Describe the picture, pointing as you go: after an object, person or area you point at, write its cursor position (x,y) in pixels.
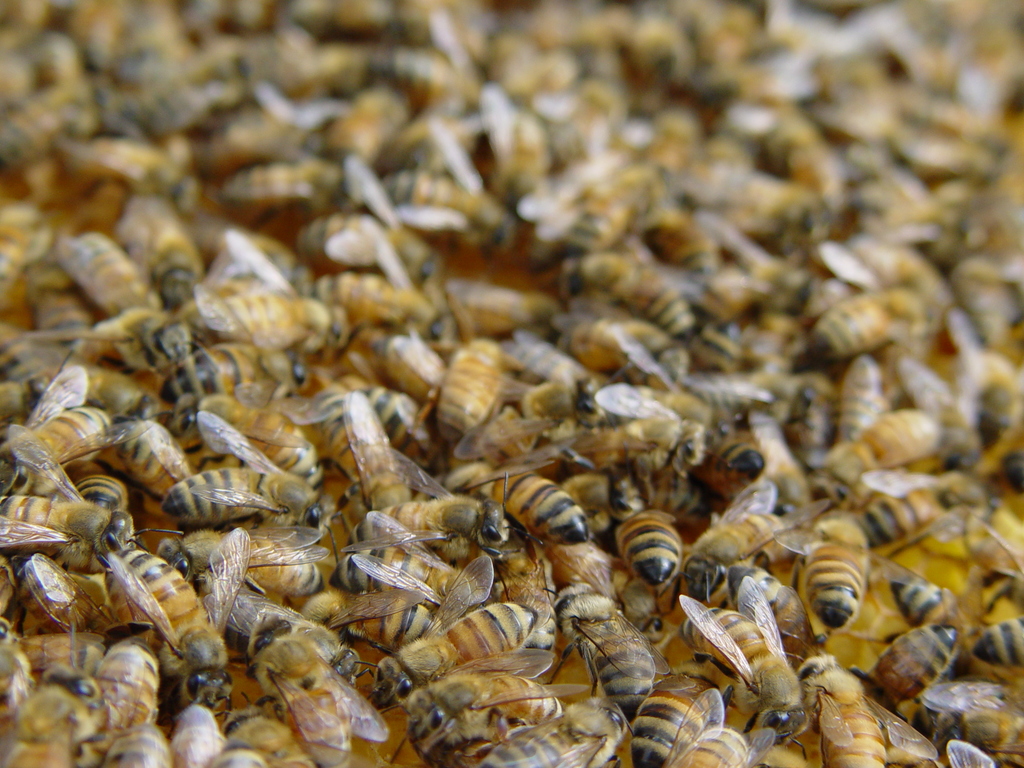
In this picture we can see a group of many bees (659,402) on the honeycomb (314,434).
